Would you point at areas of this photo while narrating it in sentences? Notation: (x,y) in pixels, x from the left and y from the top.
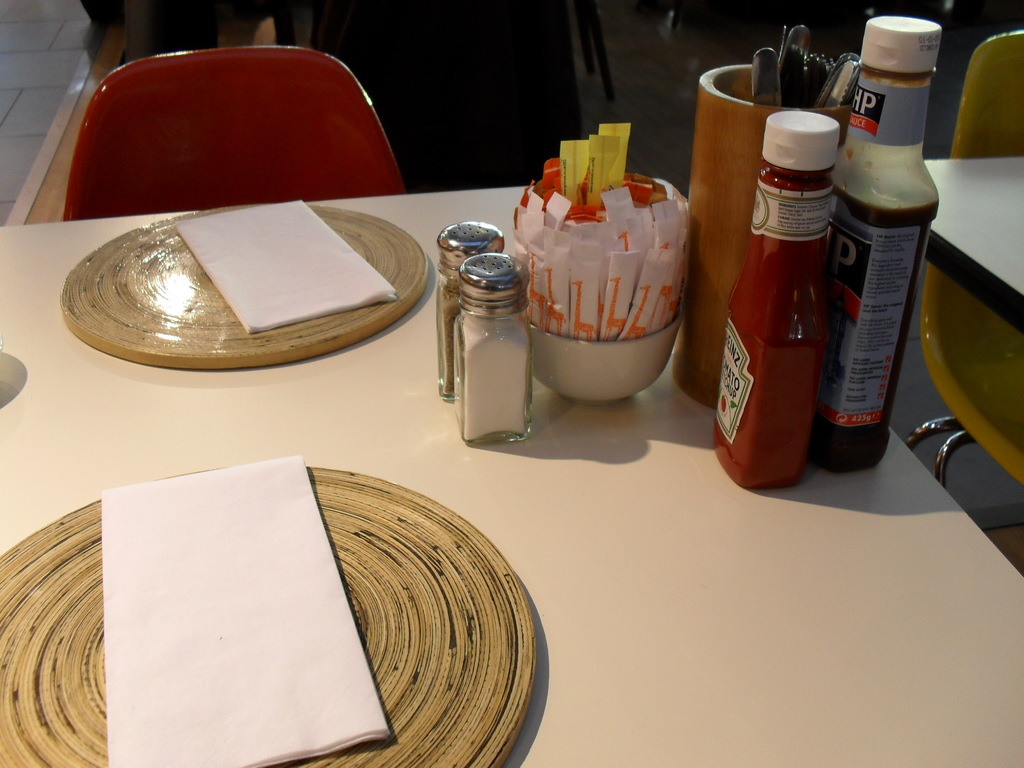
In this image, we can see a chair (244,122) in front of the table (159,373). This table (232,409) contains bottles (748,382), wooden plates (387,303), tissues (295,257), bowl (587,357) and holder (724,161). There is an another table (983,189) and chair (994,380) on the right side of the image (1008,435).
